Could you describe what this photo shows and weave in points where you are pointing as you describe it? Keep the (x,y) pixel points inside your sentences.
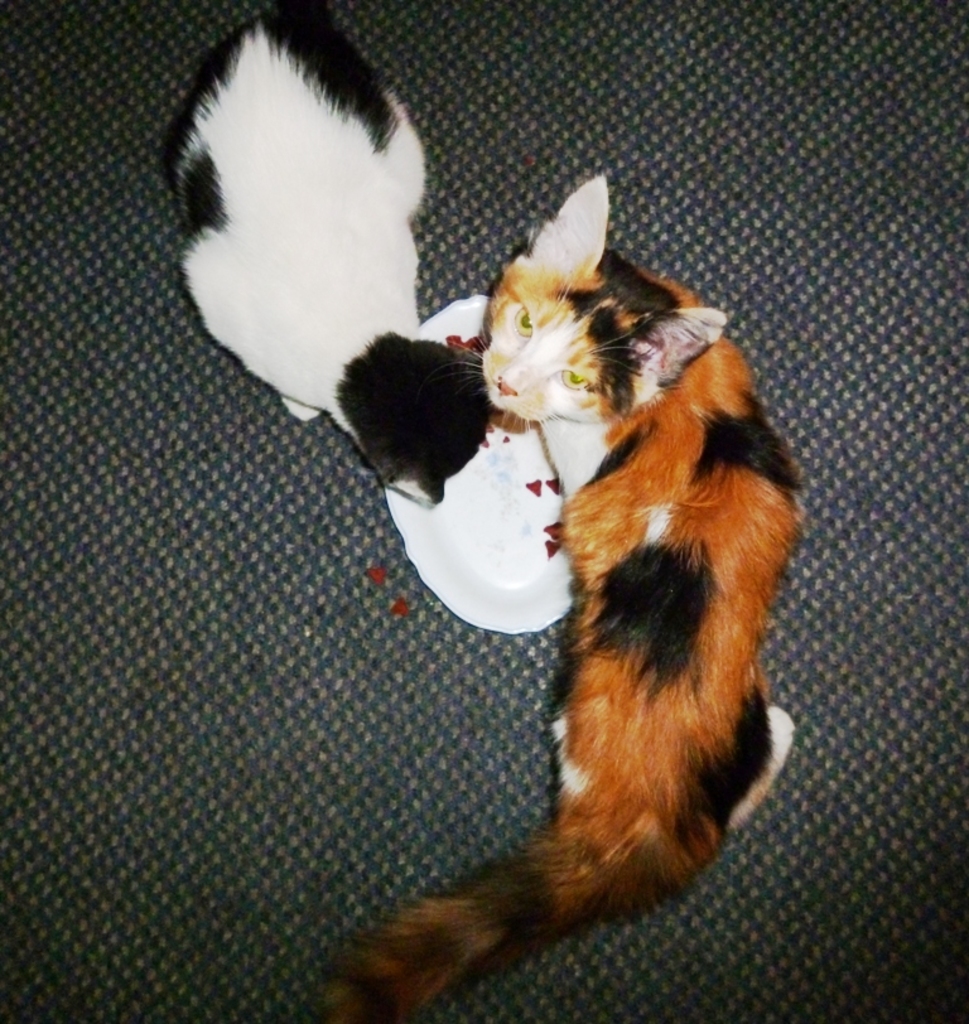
In this picture we can see two cats (355,338) and a plate (451,583) on the carpet (357,704).
